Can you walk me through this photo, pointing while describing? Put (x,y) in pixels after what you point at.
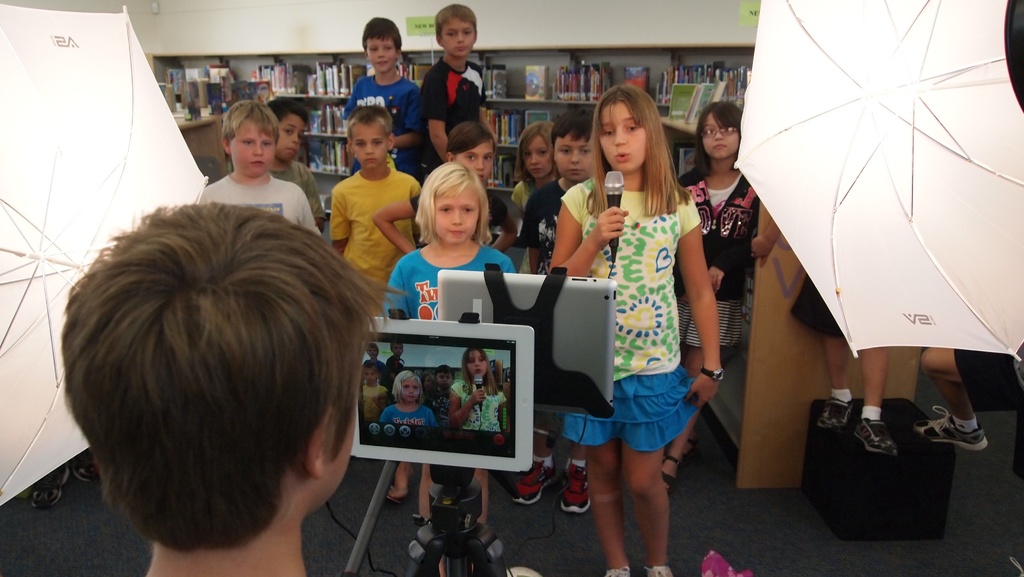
In this image in the center (346,206) there are some children (675,179) standing one girl (611,230) is holding a mike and talking. In the foreground (400,390) there is one boy (310,395) and there is a stand (466,526) and i pads (569,315), on the right side (838,90) and left side (48,142) there are umbrellas (80,148) and in the background (693,111) there are book racks (744,385). In the book racks (203,108) there are some books (189,108), at the bottom (773,512) there is floor (78,526) and on the right side (908,494) there is one box (820,450). On the box (813,421) there are two children (878,393) who are sitting.
